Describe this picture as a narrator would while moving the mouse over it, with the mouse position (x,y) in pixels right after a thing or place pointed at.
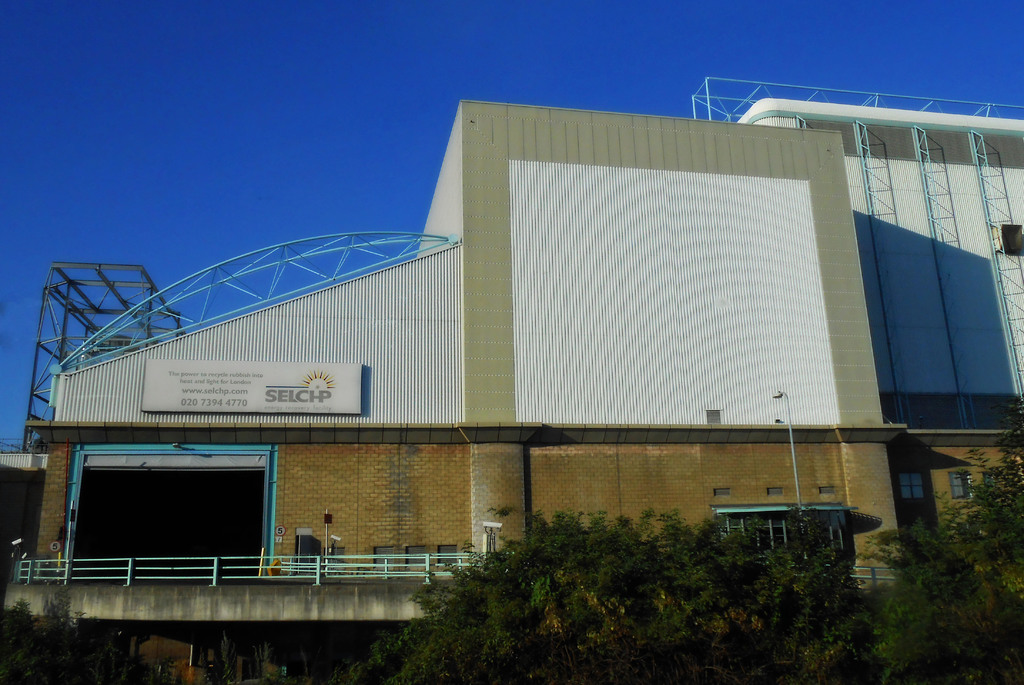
This image consists of a building (564,340). It looks like a factory (319,451). At the bottom (720,631), there are trees (888,654). At the top (408,201), there is sky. On the right (948,338), we can see the small ladders (958,326) made up of iron (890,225).
